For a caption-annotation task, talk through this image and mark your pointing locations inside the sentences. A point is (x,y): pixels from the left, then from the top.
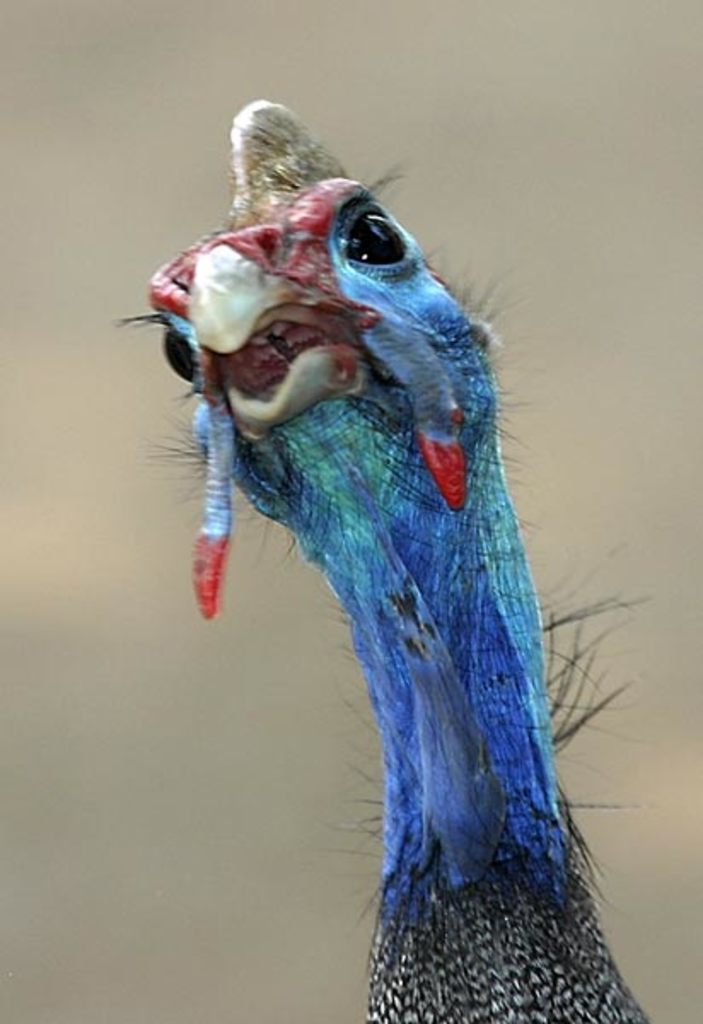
In this picture there is a bird (310,419) and the neck (437,573) is in blue and black color. At the back (150,930) the image is blurry.
